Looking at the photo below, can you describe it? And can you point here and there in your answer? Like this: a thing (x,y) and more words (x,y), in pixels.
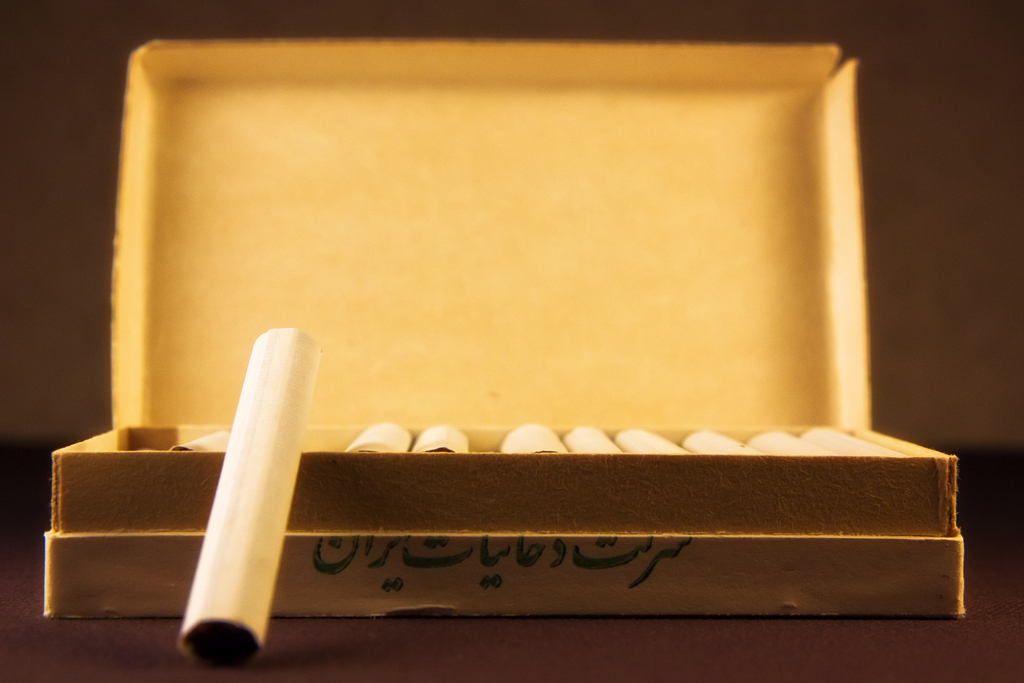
In this picture we can see a box (656,486), there are some rolled papers (630,441) in the box (359,425), we can see a blurry background (1004,105).
